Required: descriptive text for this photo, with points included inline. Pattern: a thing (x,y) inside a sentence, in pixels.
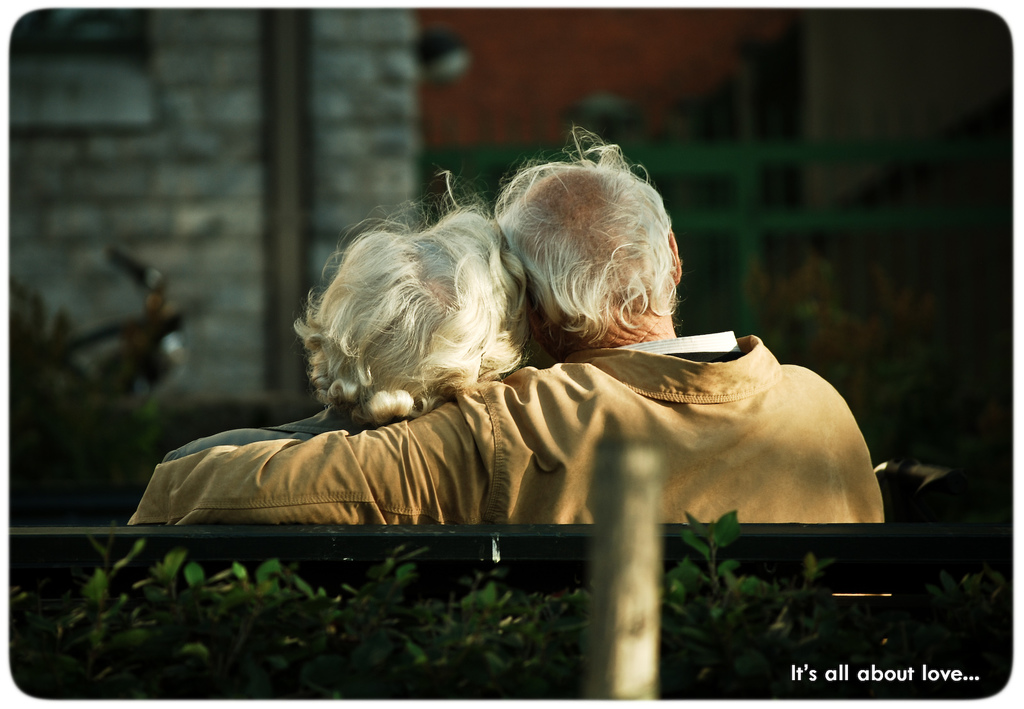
In this image we can see two persons (470,337) sitting on the bench (422,537), there are some plants (374,605), poles (620,519), lights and buildings (813,108).
